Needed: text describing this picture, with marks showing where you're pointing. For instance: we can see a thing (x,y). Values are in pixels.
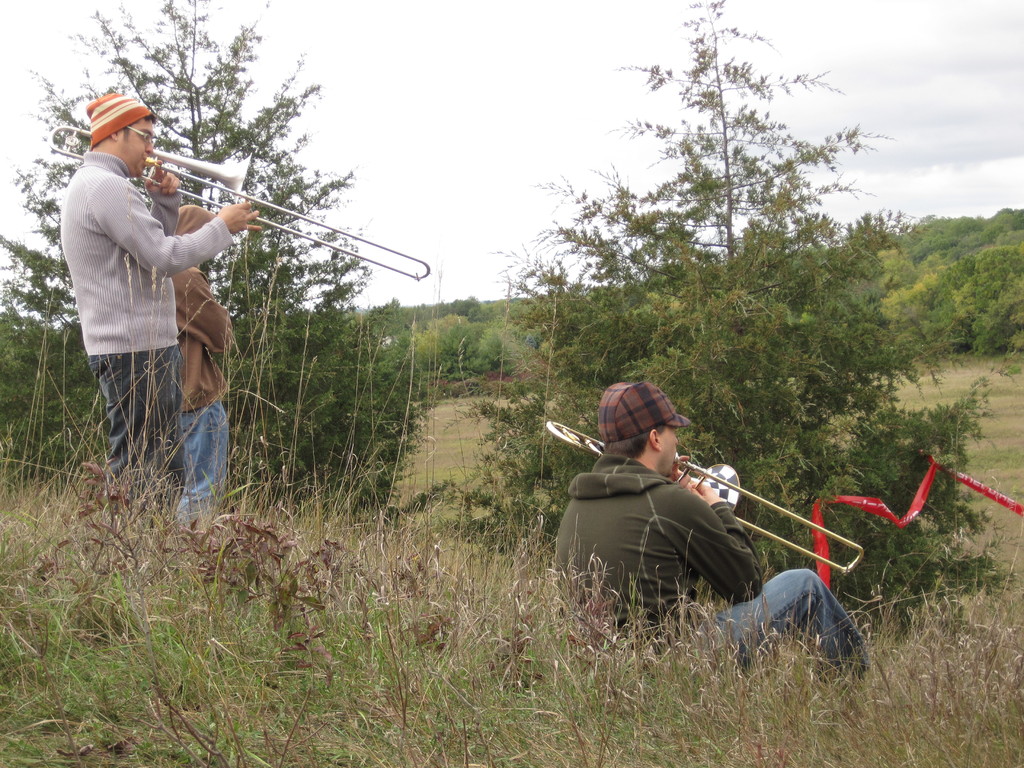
In the foreground of the picture (162,179) there are men (205,327) playing musical instruments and there are shrubs (244,582) and grass (449,535). In the center of the picture (598,375) there are trees (843,376). In the background (989,235) there are trees (987,280). Sky (539,238) is cloudy.
